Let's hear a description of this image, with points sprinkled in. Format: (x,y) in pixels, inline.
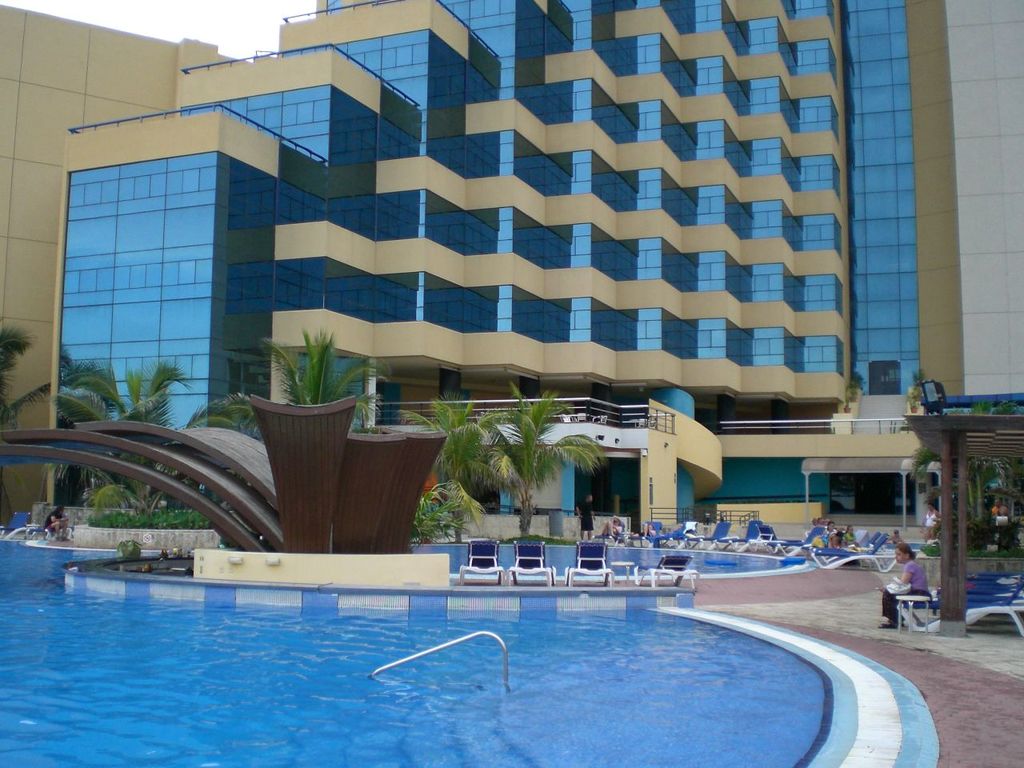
In this image we can see the swimming pool (710,648), chairs (880,541) on which people (852,529) sitting, trees (546,473) and the glass building (838,449) in the background (189,422).
